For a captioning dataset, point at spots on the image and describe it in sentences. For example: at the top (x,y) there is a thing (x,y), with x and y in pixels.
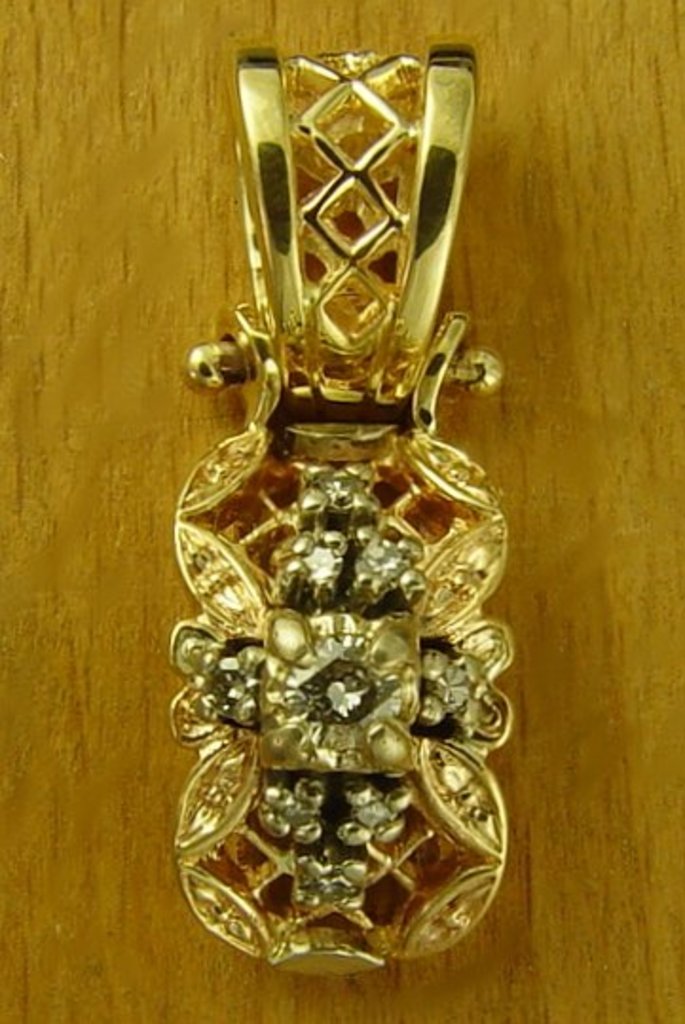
In the center of the image (337,462), we can see an ornament (359,530) on the table (553,489).
